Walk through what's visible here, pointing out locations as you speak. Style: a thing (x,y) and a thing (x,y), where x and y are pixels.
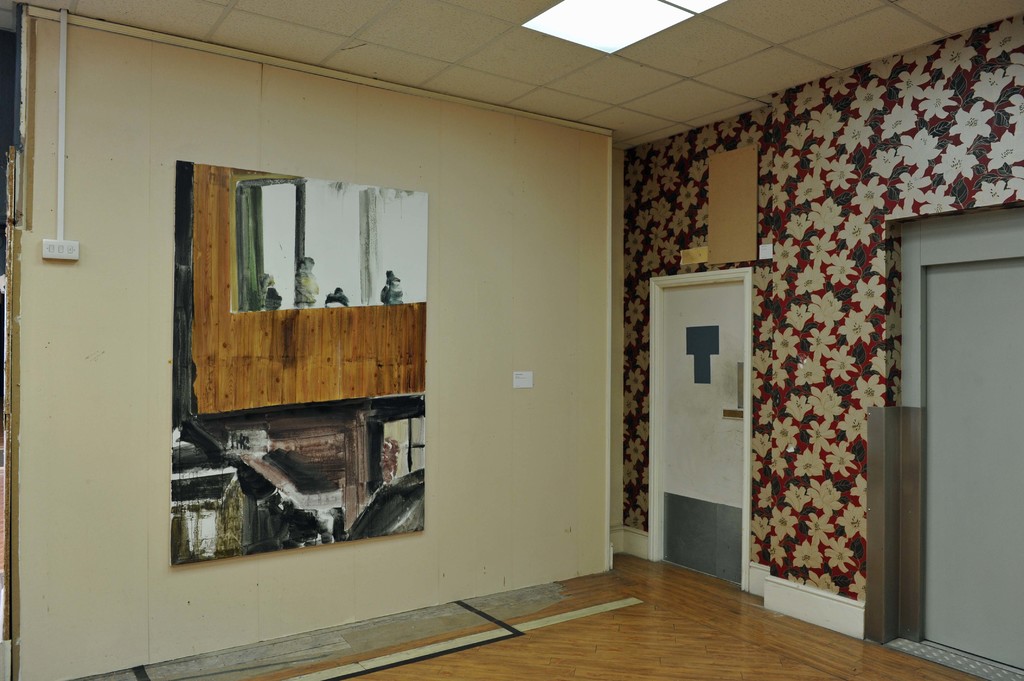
In the image we can see a room (529,602). Here we can see the door (719,359), wall (789,372), wooden floor (724,631), switchboard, light (637,26) and painting (267,359) stick to the wall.
